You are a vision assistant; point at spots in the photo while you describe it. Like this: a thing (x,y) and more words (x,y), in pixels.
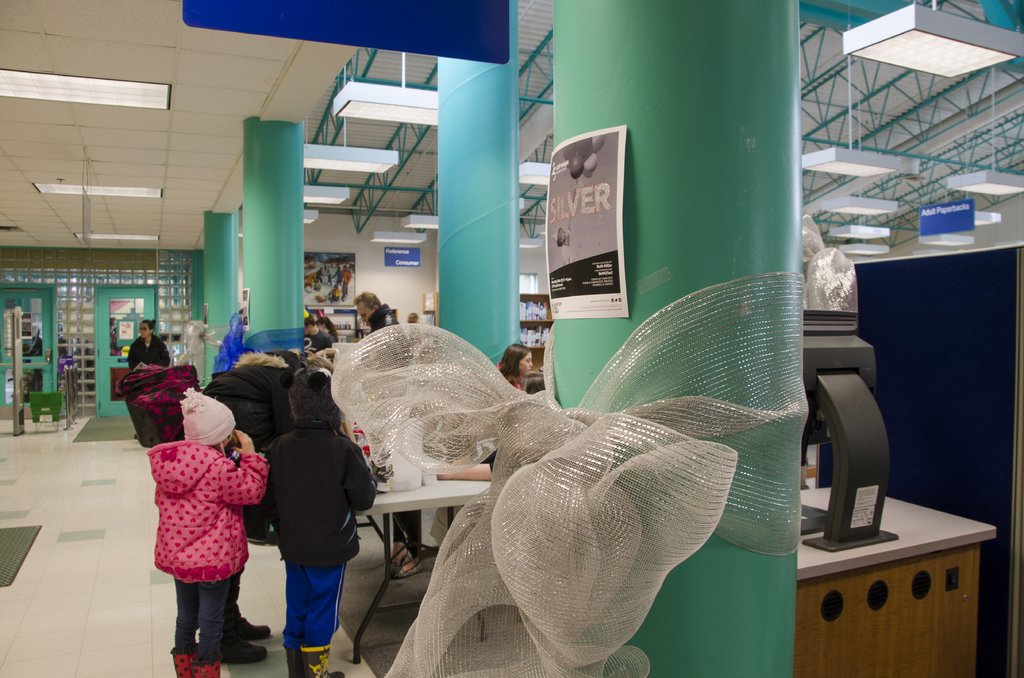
This is an inside view. In the middle of the image (497,249) I can see few pillars (248,252). There is a poster (577,231) attached to the pillar (681,229). On the left side (232,517) there are two children (227,514) and a person (267,405) are standing on the floor (139,643) facing towards the back side (310,480). In front of these people (362,477) there is a table (410,491) on which few objects (412,468) are placed. On the right side (850,630) there is another table (881,591) on which a metal object (844,448) is placed. Beside there is a board (978,361). In the background (133,348), I can see some more people (155,349). On the left side (54,317) there are two doors (26,337) and I can see few objects (35,402). At the top (334,147) there are few lights (928,54) hanging and also I can see few metal rods (915,111) to the roof (827,69). In the background (354,285) there are few posters (332,286) attached to the wall (373,269) and also there is a rack (533,323) in which some objects (530,311) are placed.
